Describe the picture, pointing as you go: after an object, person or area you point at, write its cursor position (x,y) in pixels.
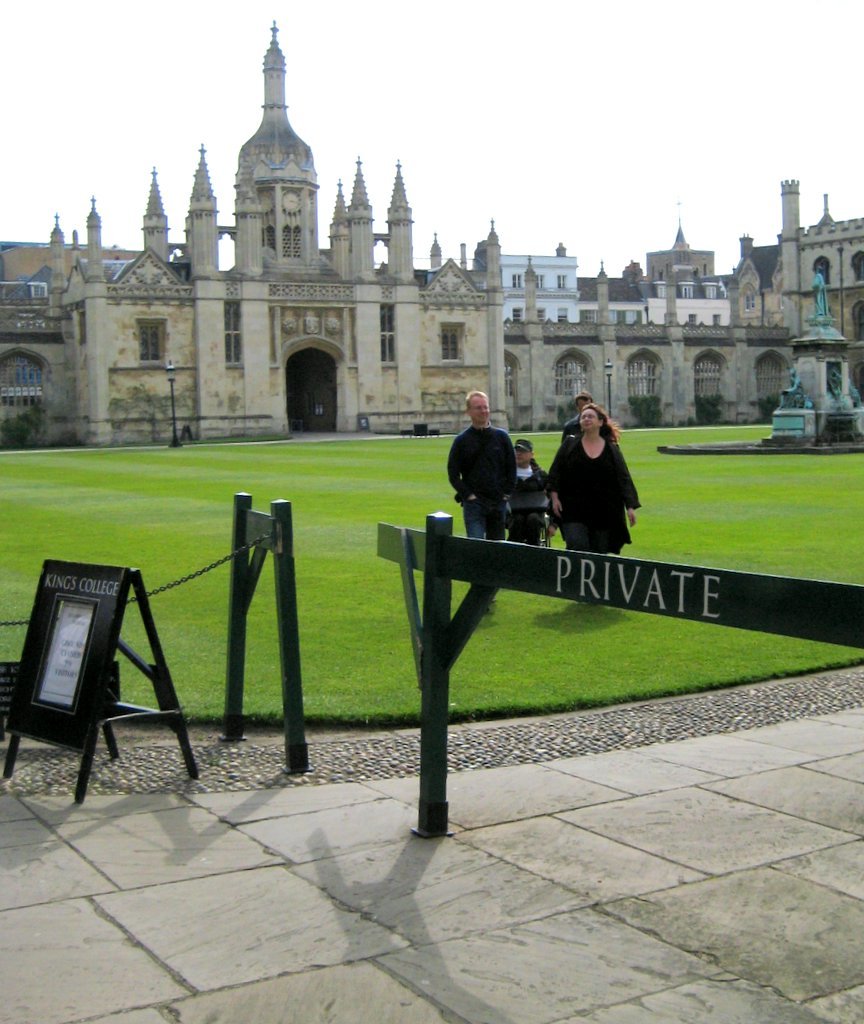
In this picture we can see the ground (82,865), on the ground (82,860) we can see a board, fence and an object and in the background (680,514) we can see people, grass (617,630), buildings (533,284), sky (549,242) and some objects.
